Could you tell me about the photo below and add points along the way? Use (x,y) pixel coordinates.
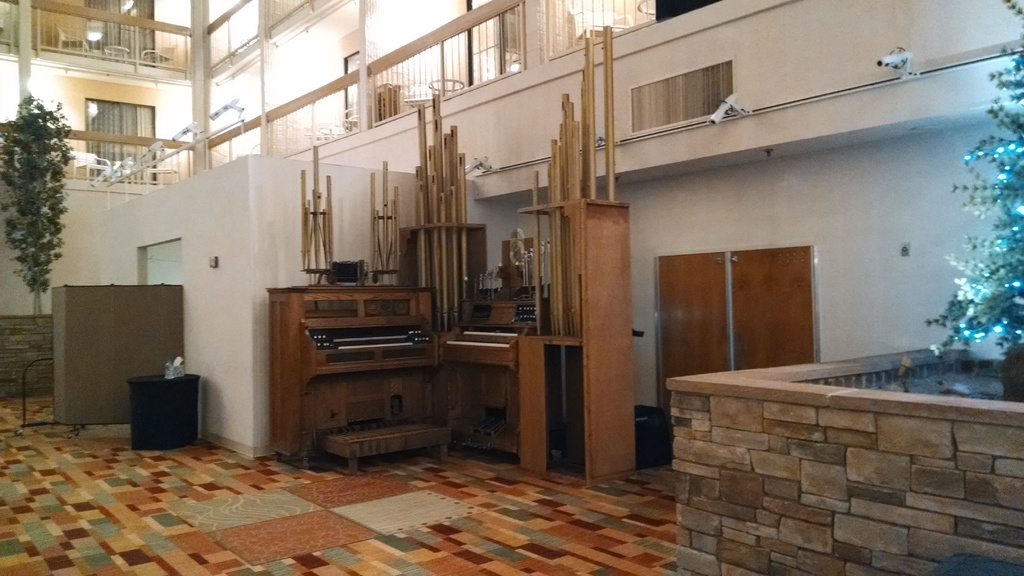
In this picture I can see there is a carpet (107,497) on the floor (138,512) and there is a dustbin (143,420) on to left (133,401) and there is a piano (357,384) here, there is a tree (1014,258) on to right (1001,270) and there are blue lights (1017,279) placed on the tree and there is another plant (36,209) on to left (28,134) and there are few floors (318,48) and there are chairs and tables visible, there are railings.
